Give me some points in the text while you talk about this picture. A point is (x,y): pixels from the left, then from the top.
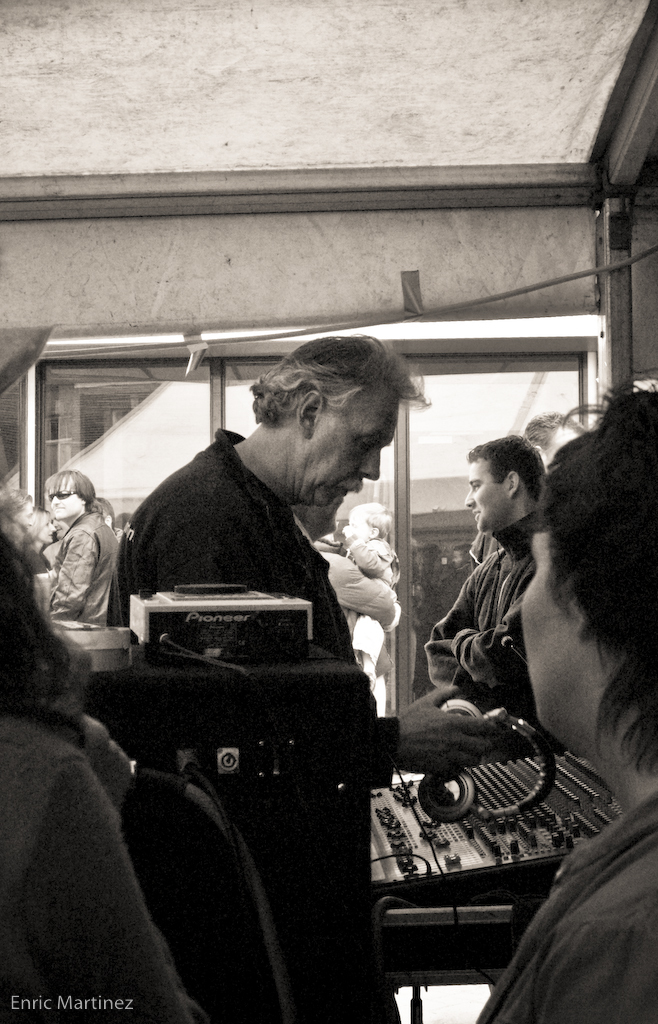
In the image we can see there are people (536,685) standing and a man (386,746) is holding headphone (436,805) and there is music system (442,830). The image is in black and white colour.
